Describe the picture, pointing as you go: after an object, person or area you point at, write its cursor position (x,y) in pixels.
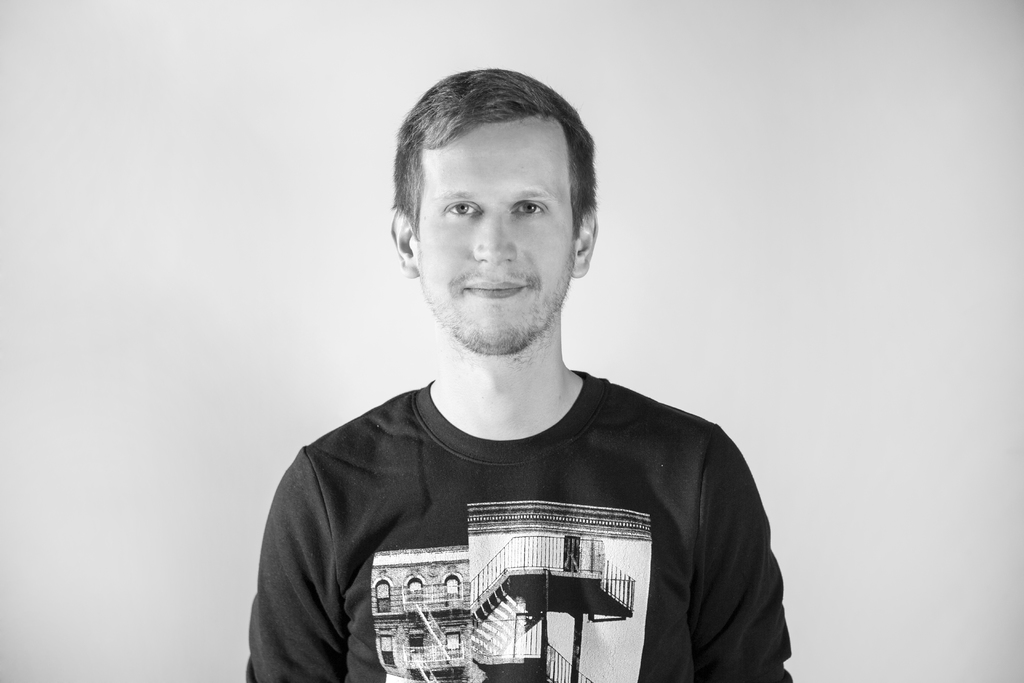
This is a black and white image. In the center of the image (549,268) there is a person (549,268). In the background of the image (638,257) there is wall (651,197).
